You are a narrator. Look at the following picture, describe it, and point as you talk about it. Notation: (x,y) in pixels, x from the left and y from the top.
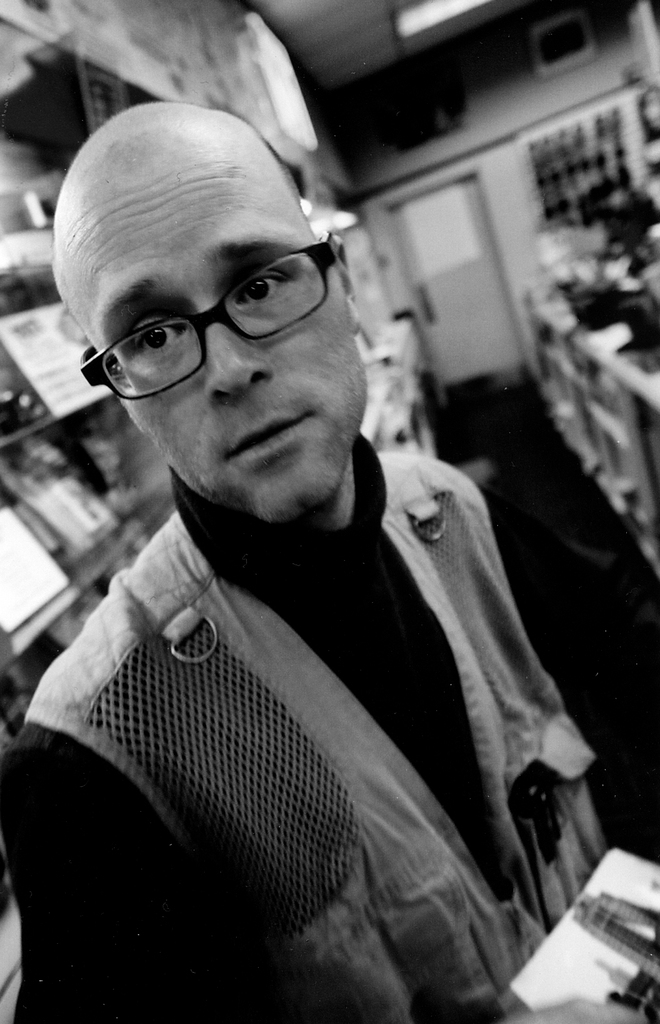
In this black and white picture there is a man (289,721) standing. Behind him there are books (48,360) in the rack (119,510). In the background (467,215) there is a door (484,216) to the wall (502,240).
